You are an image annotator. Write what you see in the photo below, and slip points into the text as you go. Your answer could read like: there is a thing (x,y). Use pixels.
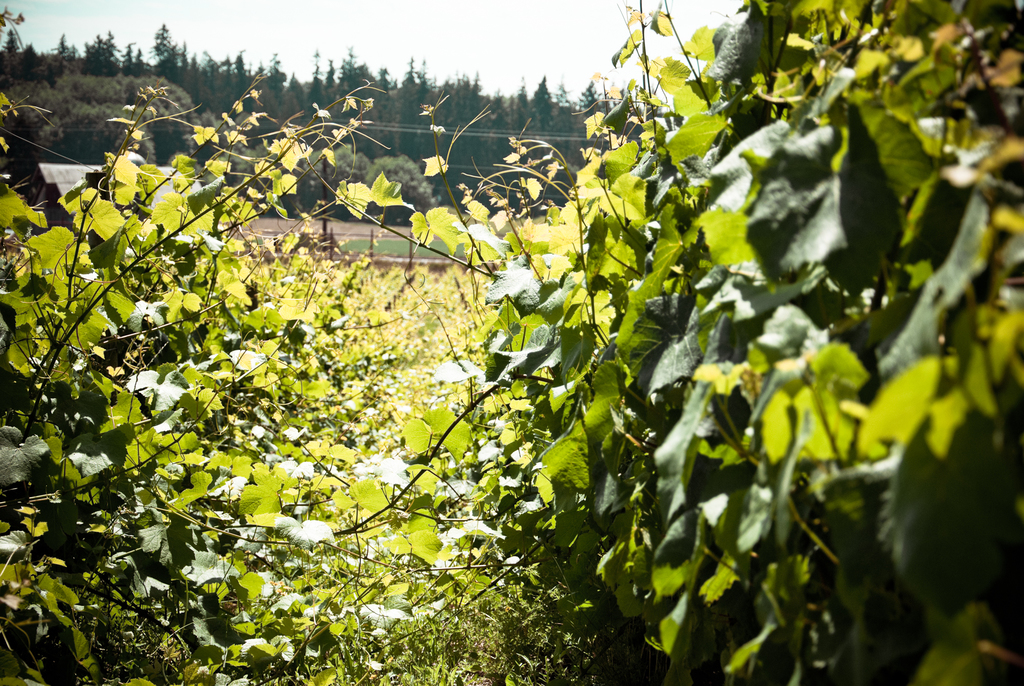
In this image we can see the trees (279,82), plants (843,431) and also the grass (362,243). Sky (318,24) is also visible.
